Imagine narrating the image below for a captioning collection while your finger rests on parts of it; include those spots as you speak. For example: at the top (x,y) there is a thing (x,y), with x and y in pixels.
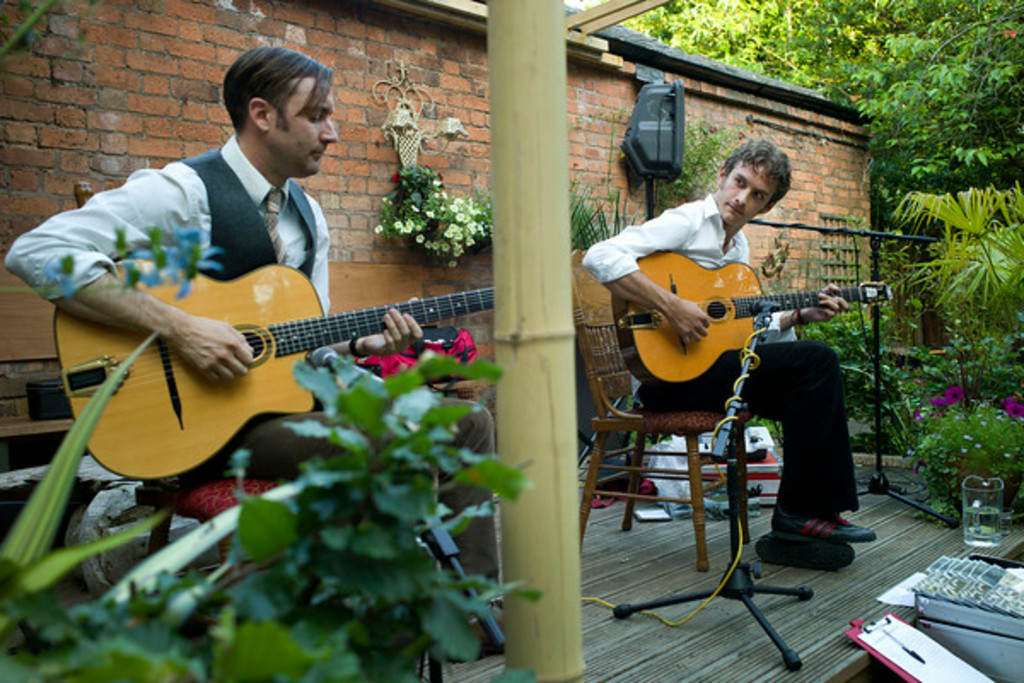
This image consist of two men (737,162) playing guitar (107,344). It is clicked outside. To the left (156,594), there is a plant (189,623). To the right (949,46), there are trees (934,141) and plants (953,448). In the background (594,125), there is a wall (380,106) made up of bricks (483,110). Both are wearing white shirts (658,239) and sitting in the chairs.
